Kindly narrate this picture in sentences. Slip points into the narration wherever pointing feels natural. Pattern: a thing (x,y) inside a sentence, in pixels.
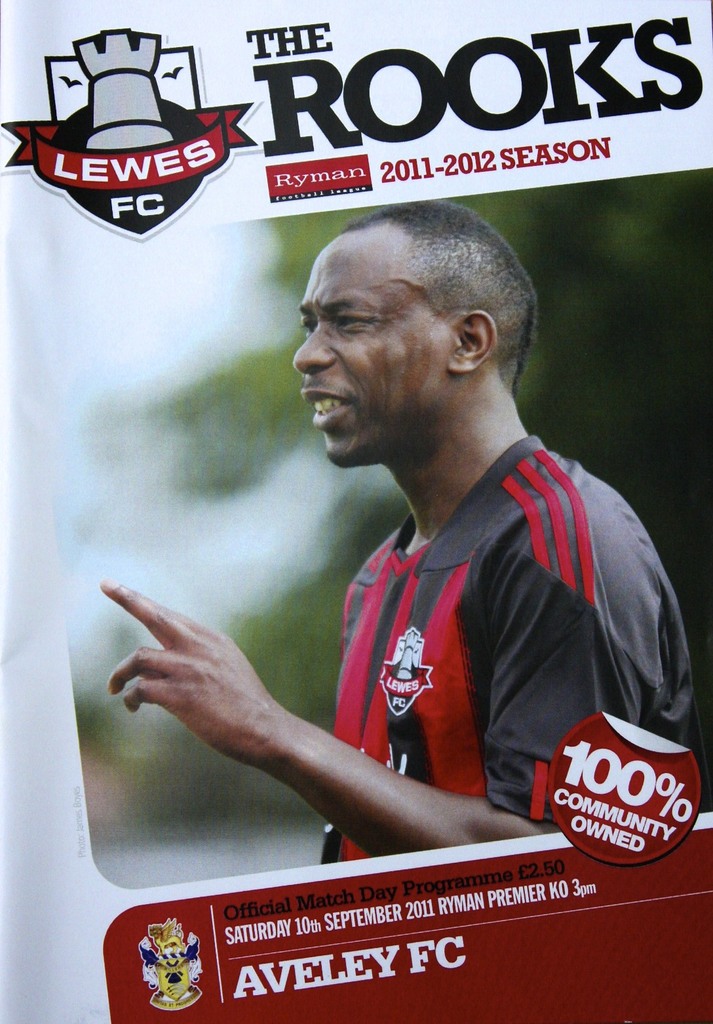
In this picture, it seems like a poster (305,488), where we can see a man (312,399) and text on it.
